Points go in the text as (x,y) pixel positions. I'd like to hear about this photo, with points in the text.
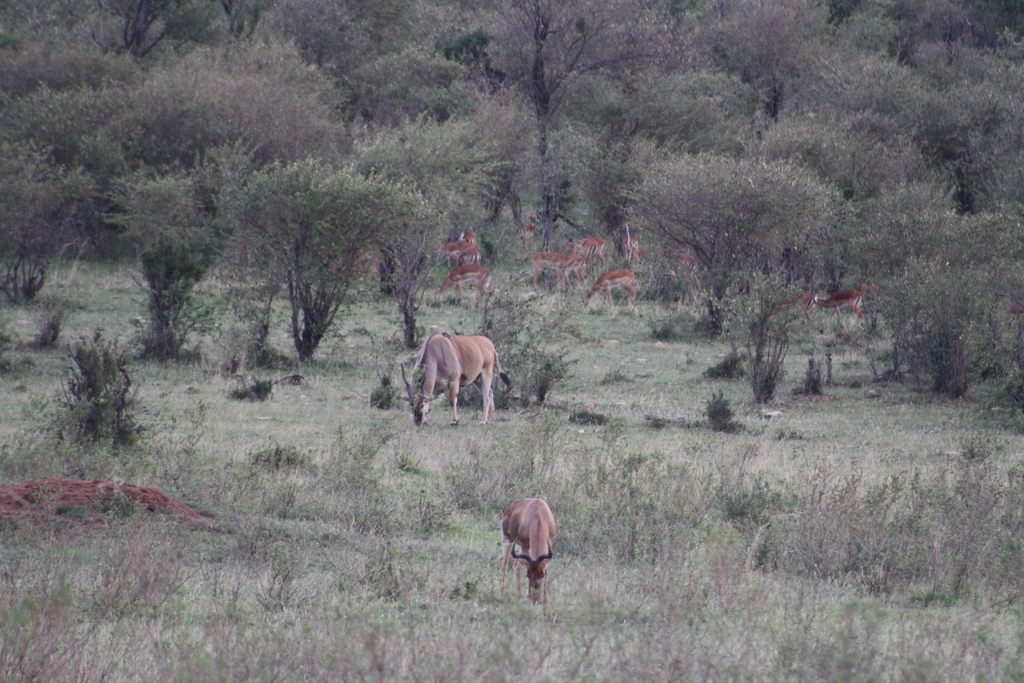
In this image I can see an open grass ground (489,292) and on it I can see number of deer (477,339). I can also see number of trees (500,206) in the background (480,232).
